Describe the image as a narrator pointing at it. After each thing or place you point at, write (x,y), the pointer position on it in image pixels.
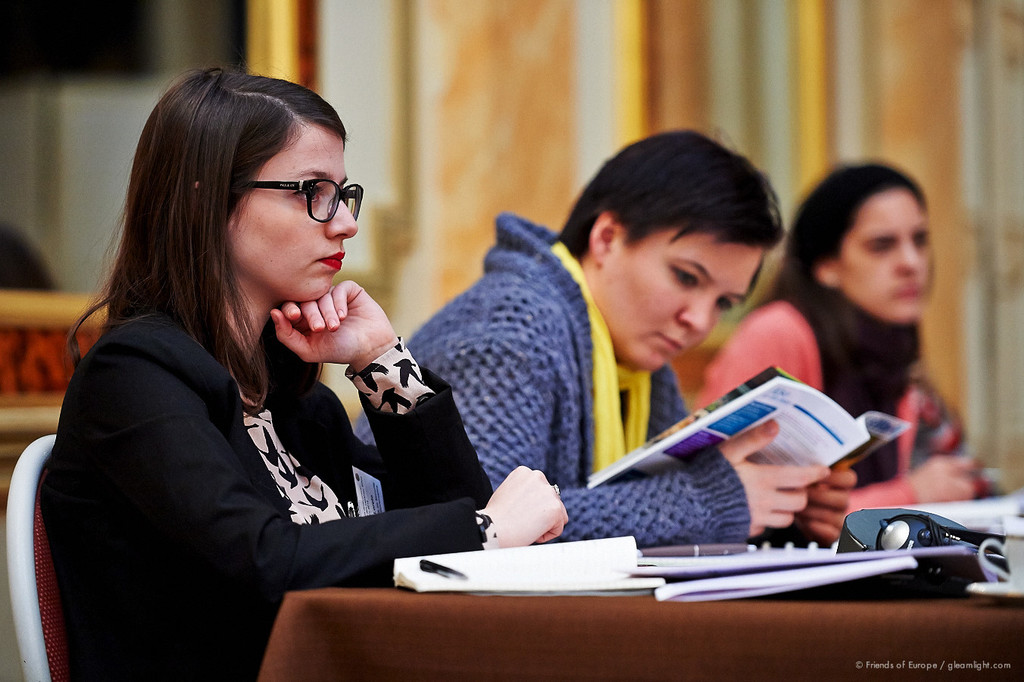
In this image we can see three ladies (406,387) sitting on chairs (59,553). One lady (248,319) is wearing specs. Another lady (735,453) is holding a book (786,430). There is a table (528,663) with books (808,563), cup (1011,564), saucer (982,584) and some other items (890,514). In the background (624,101) it is blur. In the right bottom corner (915,661) there is a watermark (972,666).
